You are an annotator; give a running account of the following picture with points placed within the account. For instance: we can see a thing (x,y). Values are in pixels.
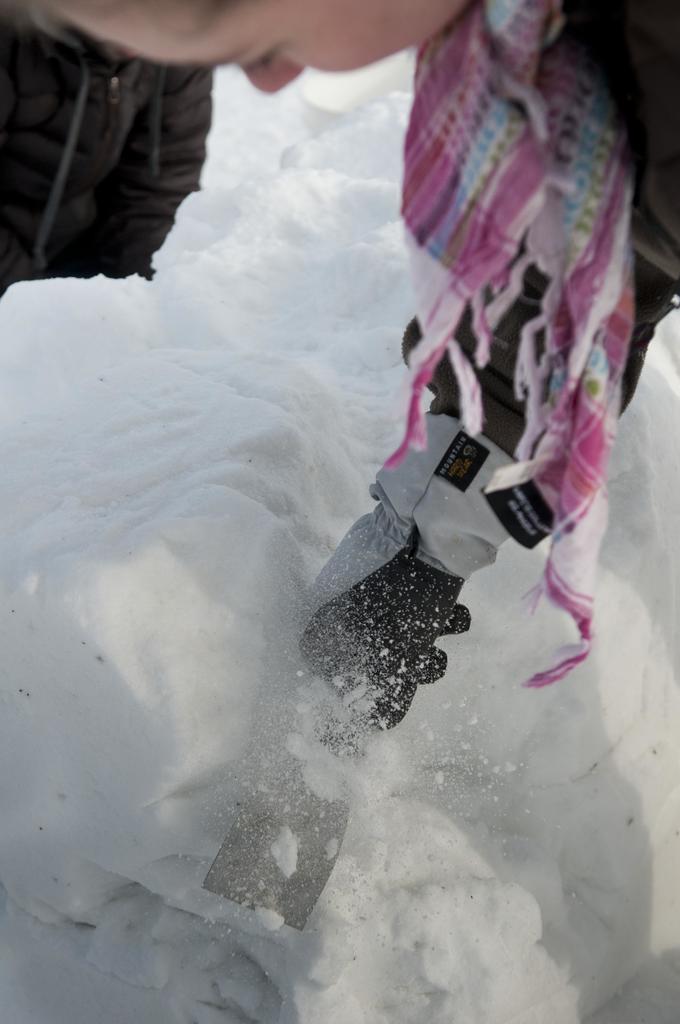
In this image I can see a person (555,521) is standing on the ice mountain (294,617). This image is taken may be during a day on the mountain (505,880).
